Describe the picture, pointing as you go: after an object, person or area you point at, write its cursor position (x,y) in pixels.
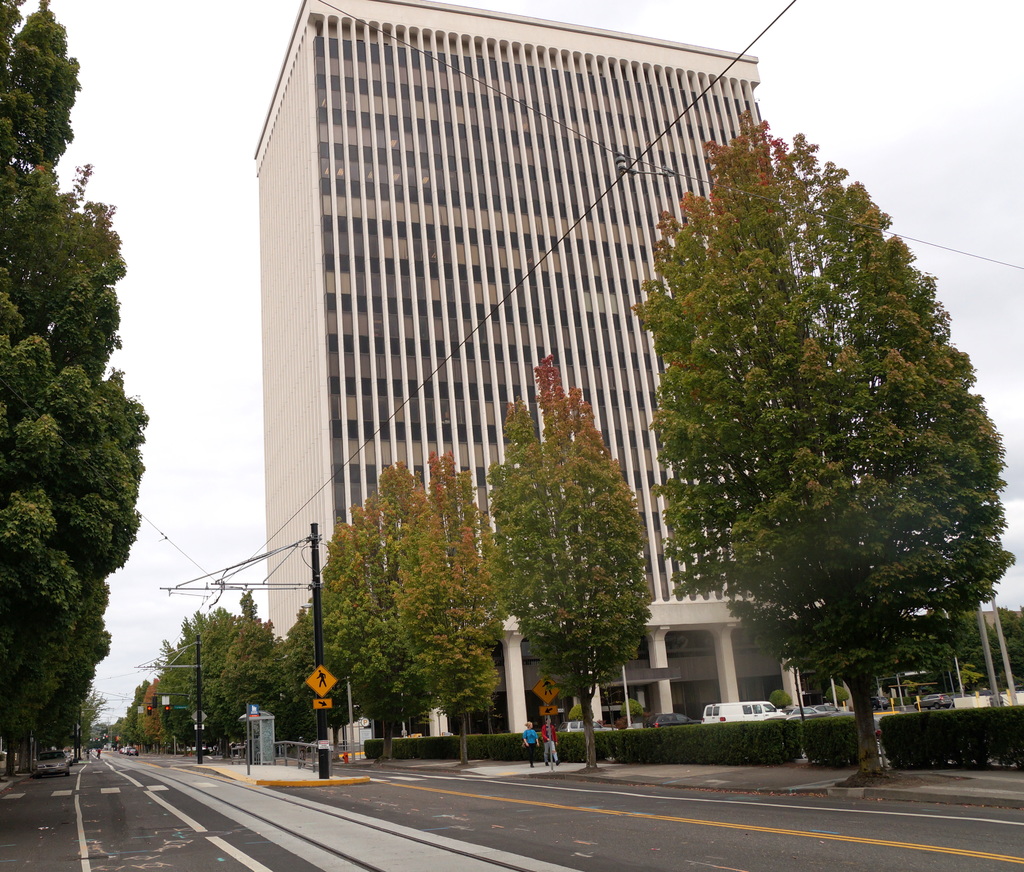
In this picture we can see the view of the road (300,814) in the front (345,780). Behind there are some trees (286,671) and a big building (423,215). On the top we can see the sky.
